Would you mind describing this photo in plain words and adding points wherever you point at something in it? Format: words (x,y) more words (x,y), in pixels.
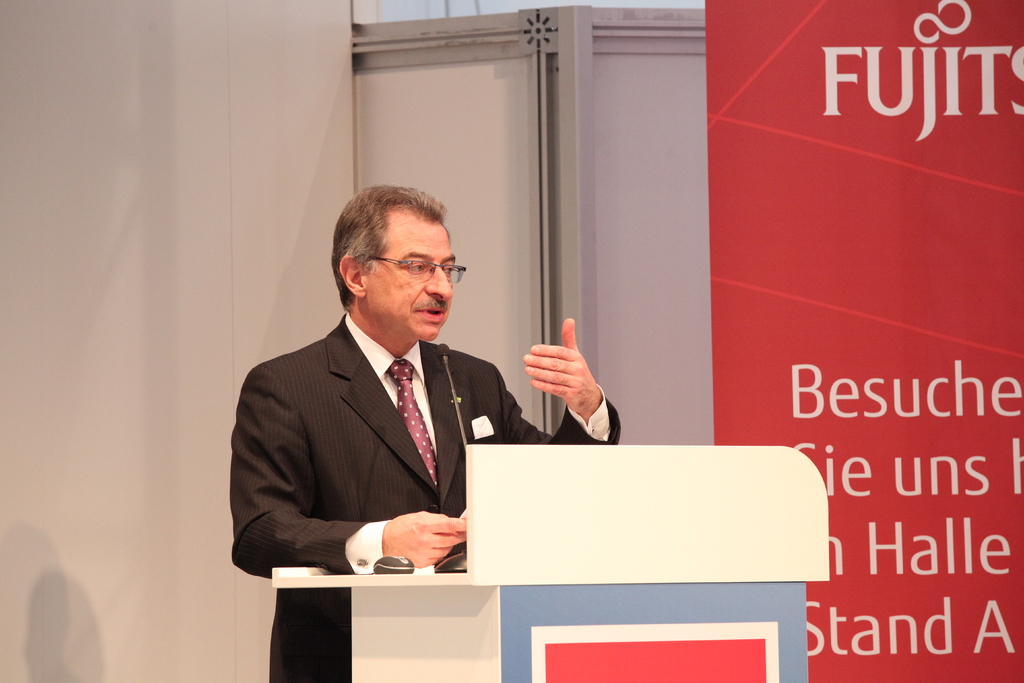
In this image we can see this person (464,270) wearing spectacles (447,264), blazer (438,414) and tie (424,436) is standing near the podium (516,605). Here we can see mic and mouse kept on the podium (537,647). In the background (661,187), we can see the wall (262,110) and banner (889,265).
